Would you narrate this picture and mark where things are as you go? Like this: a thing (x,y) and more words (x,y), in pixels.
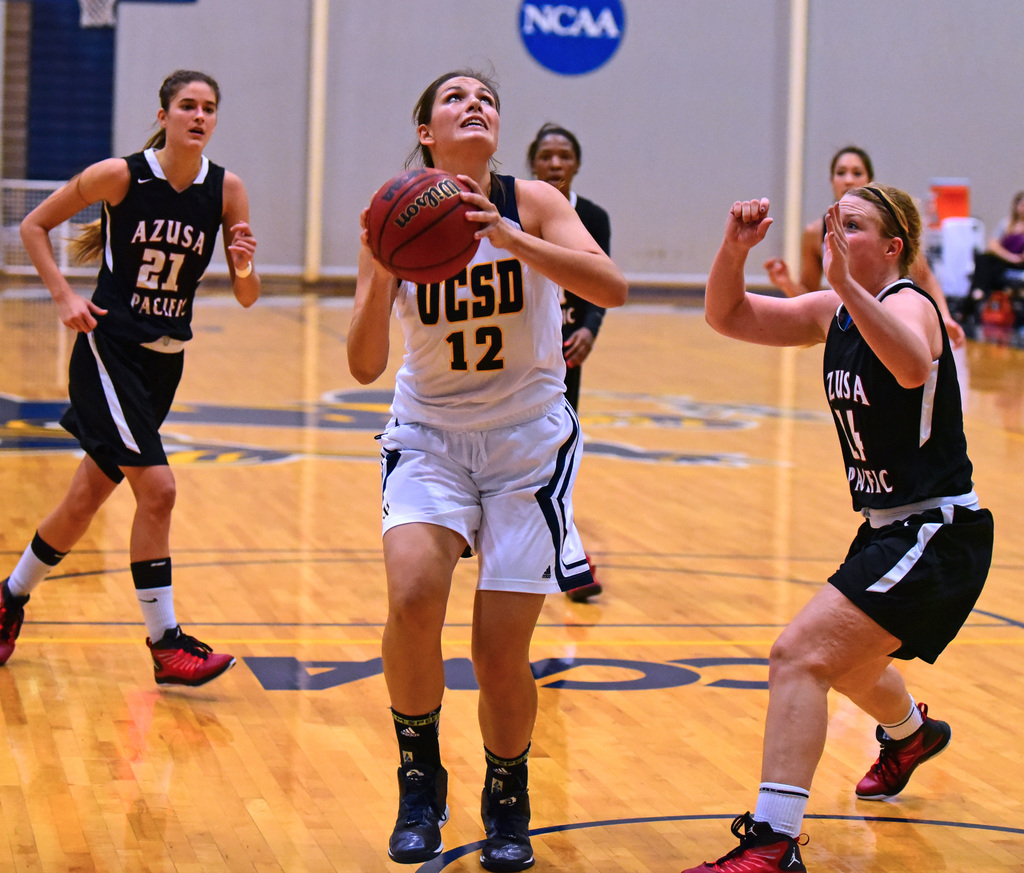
In the picture I can see five women (393,713) standing on the wooden floor (969,421). They are wearing a sport dress (556,439). I can see a woman (578,419) in the middle of the image (563,414) and she is holding the basketball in her hands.
